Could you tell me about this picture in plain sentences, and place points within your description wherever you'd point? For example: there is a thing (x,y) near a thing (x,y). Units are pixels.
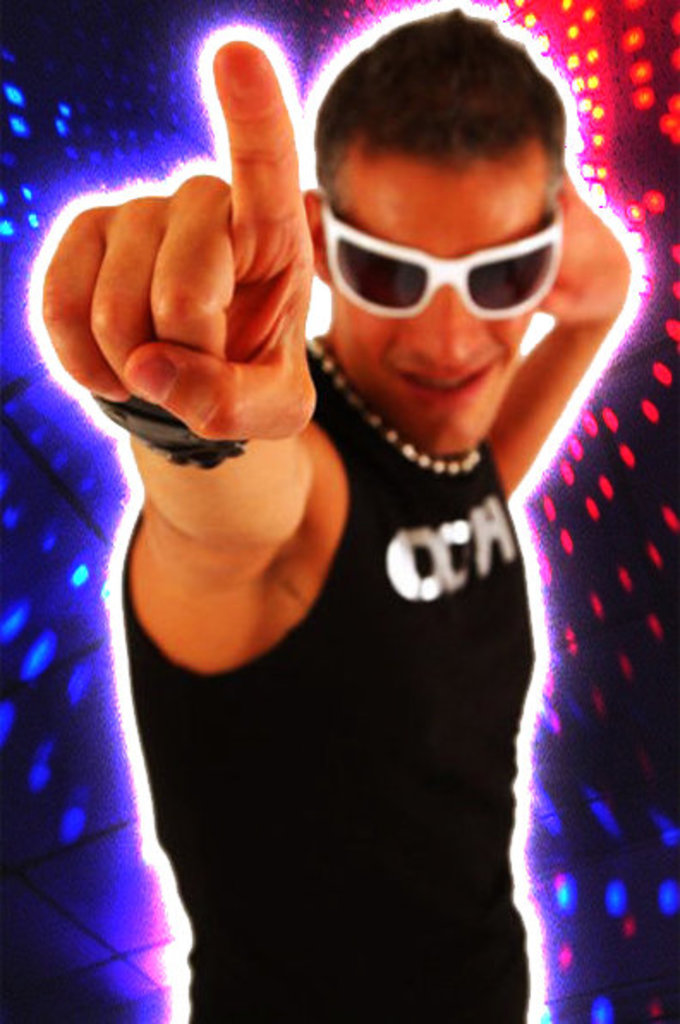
It is an edited image and in this image we can see a man (370,611) wearing glasses (407,249) and in the background (100,107) we can see the colorful lights (600,822).
